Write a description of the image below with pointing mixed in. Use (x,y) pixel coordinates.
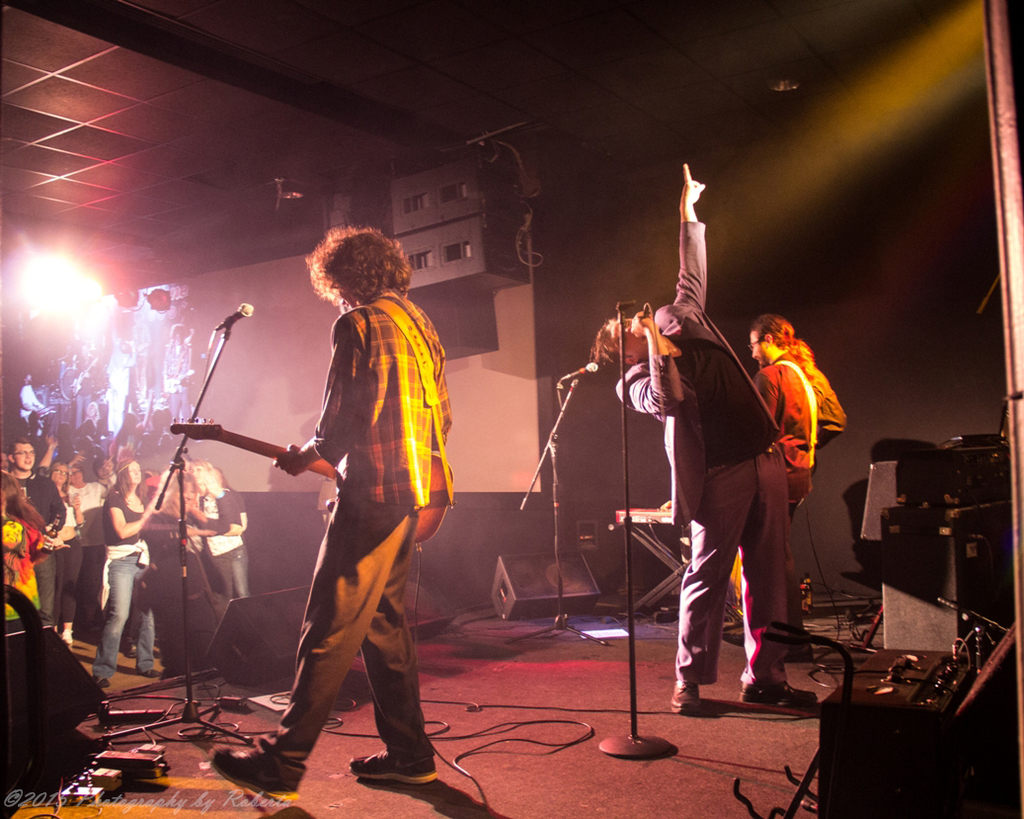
This picture describes about group of people (147,504), in the left side of the given image a man (392,355) is playing guitar (194,435) in front of the microphone (226,318), in the right side of the image (710,442) a man (732,445) is singing with the help of microphone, in the background (898,606) we can see couple of musical instruments (897,592).
